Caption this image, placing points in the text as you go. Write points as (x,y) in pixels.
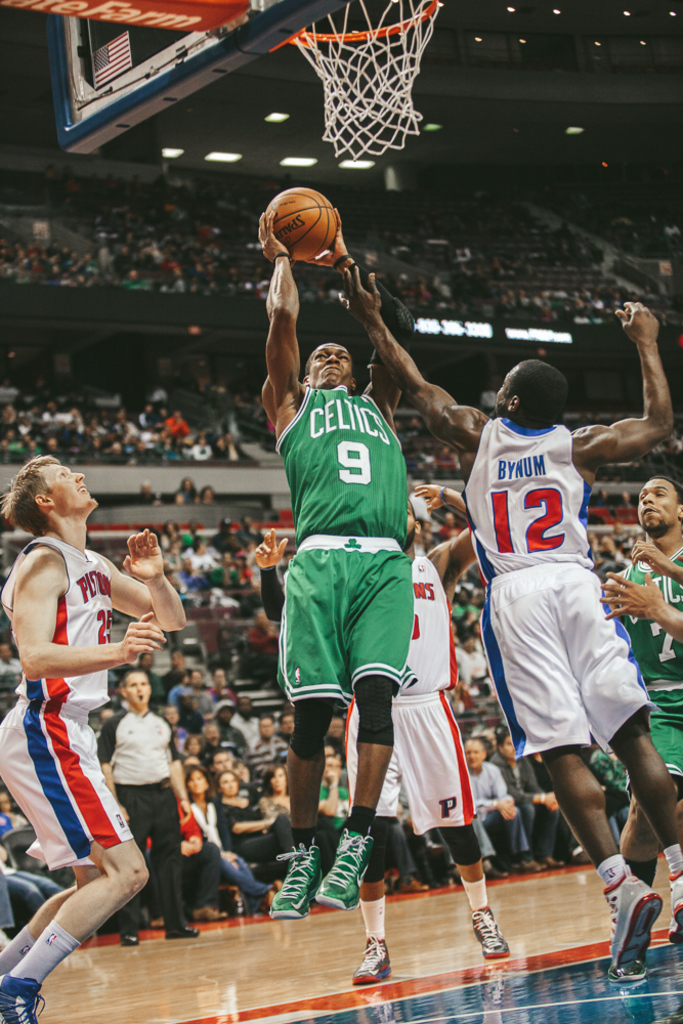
In this picture there are people (379,771) playing a game, among them there is a man (326,449) jumping and holding a ball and we can see basketball hoop (365,49). In the background of the image (219,661) there is a man (134,834) standing and these are audience (173,532) and we can see stadium (524,98) and lights (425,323).
